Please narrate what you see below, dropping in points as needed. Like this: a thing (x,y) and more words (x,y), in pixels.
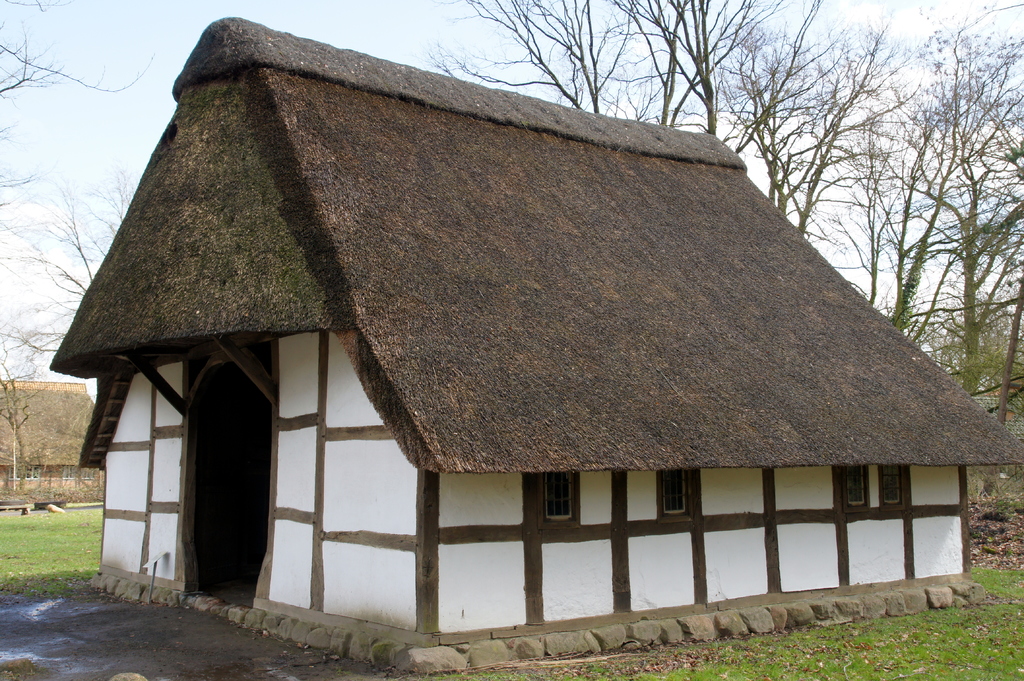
This picture is clicked outside. In the foreground (928,654) we can see the green grass (781,667) and a house (456,563) and we can see the windows (566,503) of the house (911,511). In the background (114,133) there is a sky (131,104), trees (939,241) and houses (49,445).
